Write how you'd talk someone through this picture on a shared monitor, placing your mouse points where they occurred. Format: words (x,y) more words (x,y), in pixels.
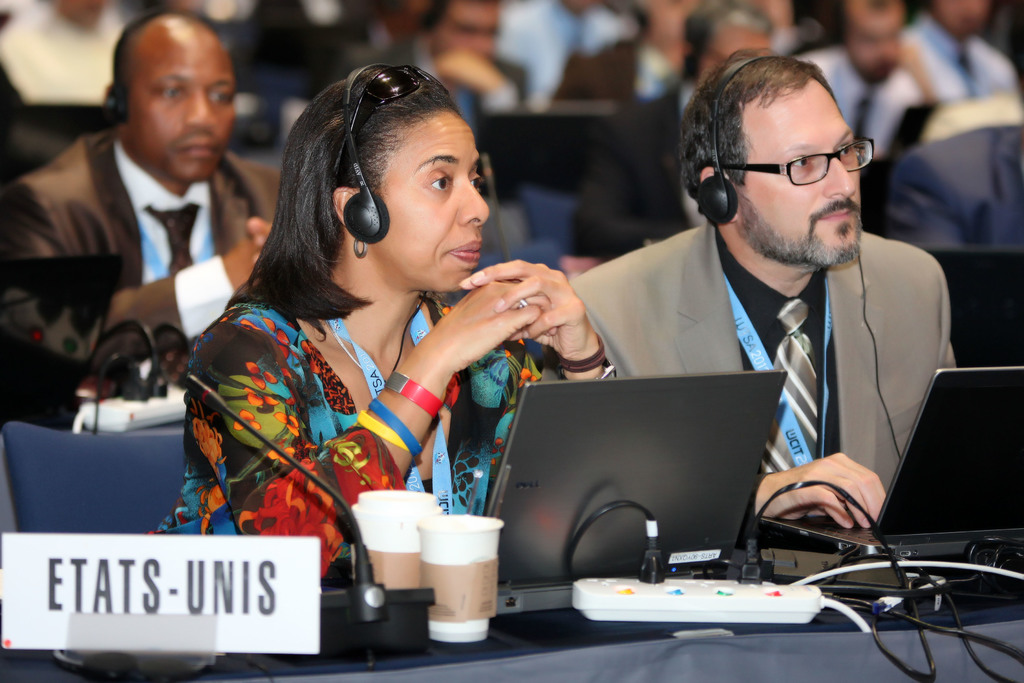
This picture might be taken inside a conference hall (435,298). In this image, we can see group of people (317,183) sitting on chair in front of the table (606,664). On that table (629,655), we can see a microphone (358,556), laptops (729,529), switch boards (759,600), glasses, board (174,603), wires (945,594).
